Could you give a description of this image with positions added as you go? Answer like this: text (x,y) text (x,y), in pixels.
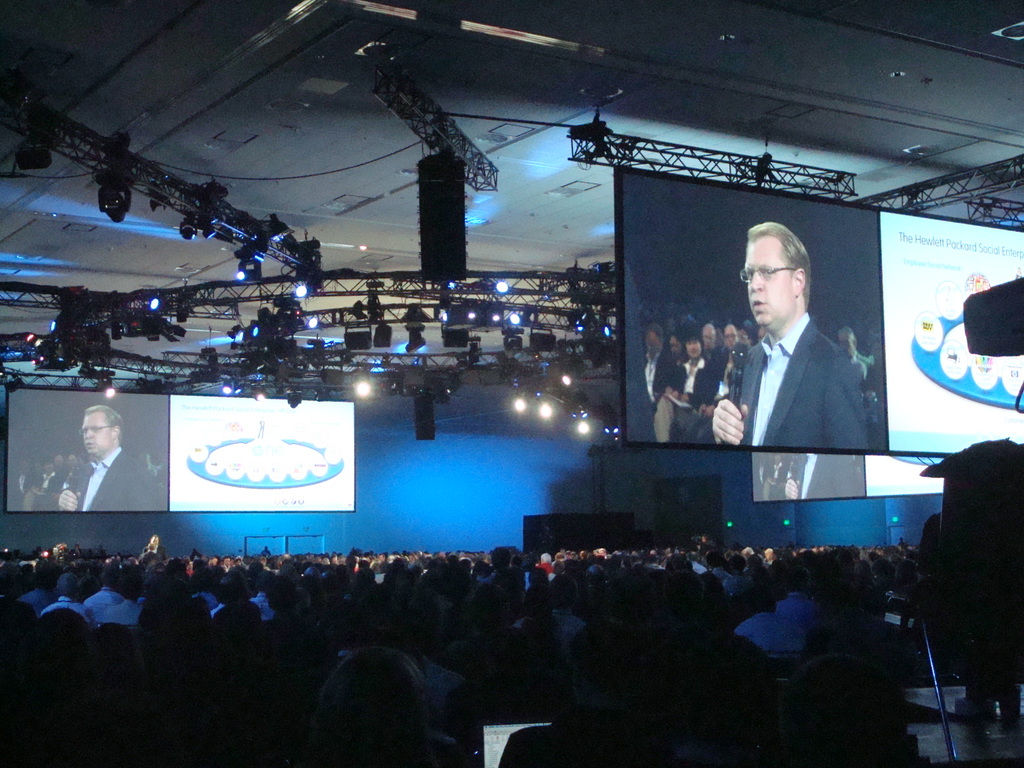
In this image I can see there is a ceiling (383,139) with steel rods (634,163). And there are lights (287,327) attached to it. And there is a speaker (423,434). And there are screens (784,303) with image (801,320). And at the bottom (477,611) there are persons (572,633) and there are few objects (930,552).
